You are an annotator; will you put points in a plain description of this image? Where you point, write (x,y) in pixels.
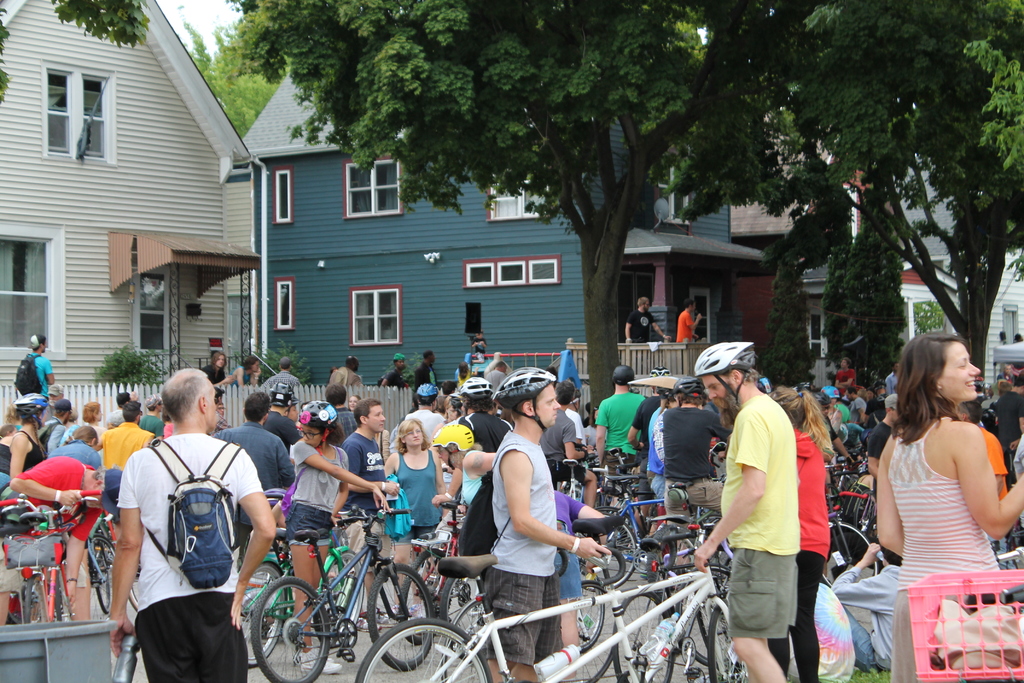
In the center of the image (661,446) we can see a group of people (382,416) are standing and few people (527,490) are holding cycles (428,533). And we can see few people (493,424) are wearing helmets (46,404) and backpacks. On the right side of the image (924,498) we can see one woman (924,510) standing and she is smiling. Back of her, there is a basket (979,603). In the bottom left of the image (84,656), there is a dustbin (70,656). In the background (190,237) we can see the sky (202,16), trees (963,198), buildings (564,225), windows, fences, plants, few people (653,409) are standing etc.
